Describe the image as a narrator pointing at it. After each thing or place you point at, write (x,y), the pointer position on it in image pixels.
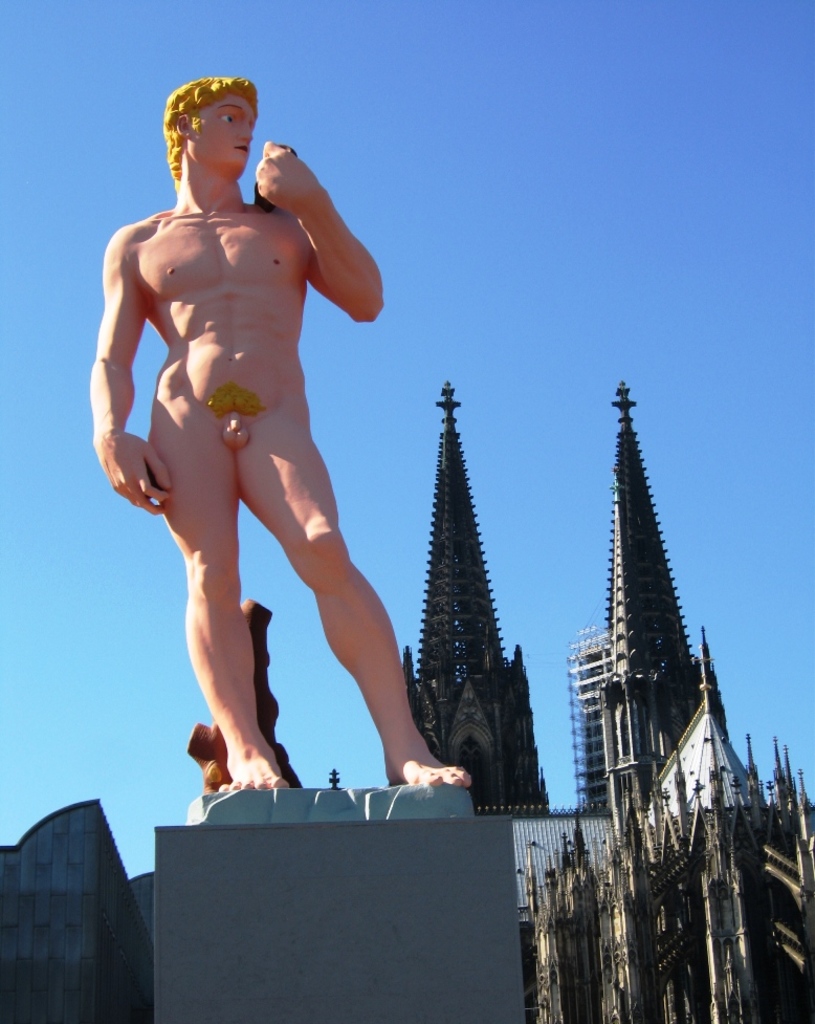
There is a nude statue of a person (222,267) on a platform (384,805). In the background (77,826), there are buildings (729,907) and there is blue sky (592,119).
